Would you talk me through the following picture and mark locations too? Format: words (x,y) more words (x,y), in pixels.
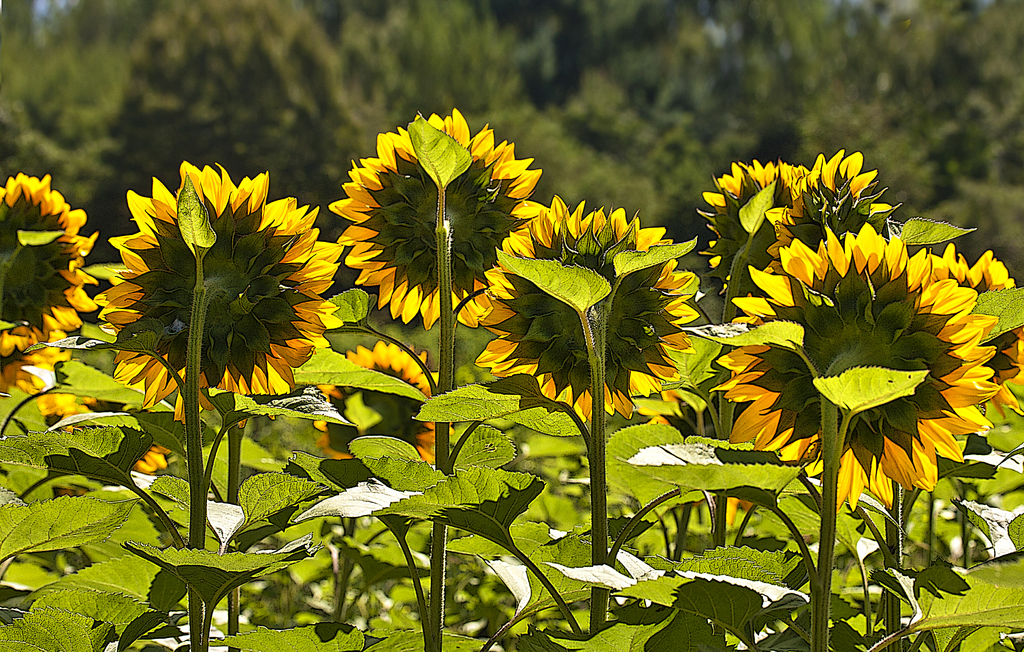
In the picture we can see many plants (755,481) with sun flowers (936,296) which are turned back side and behind them we can see many trees (320,175).
